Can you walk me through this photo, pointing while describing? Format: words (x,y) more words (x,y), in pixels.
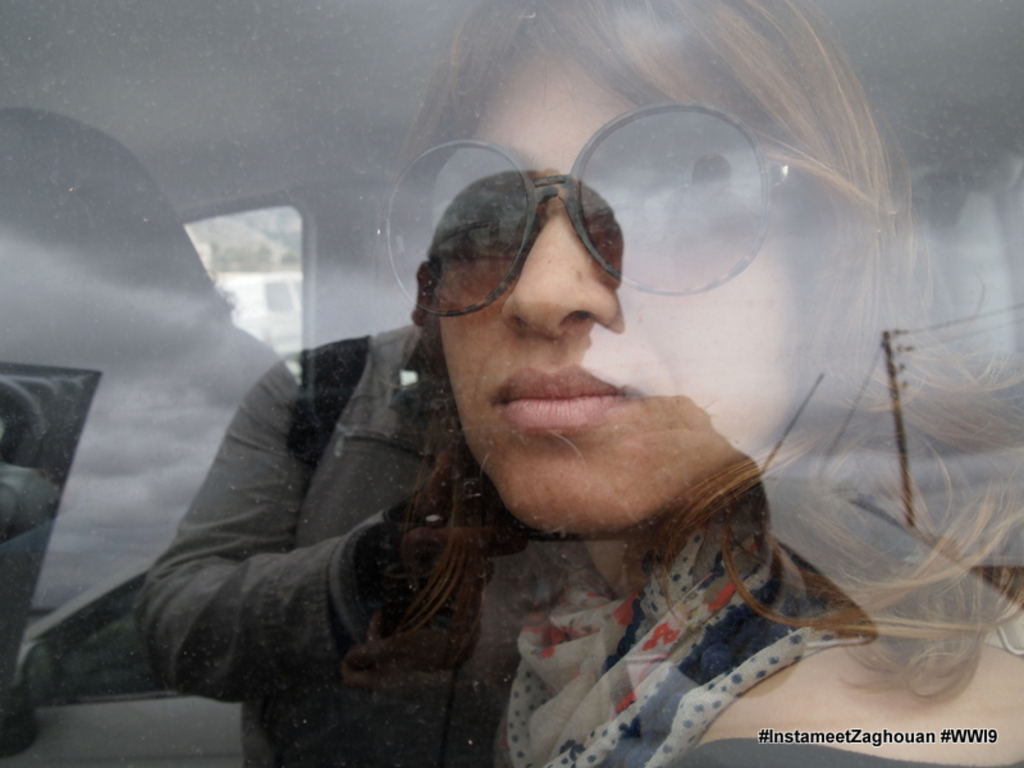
In this image we can see people (620,569) sitting in the vehicle (159,341) and we can see a reflection (407,539) of a man (392,688) holding a camera (488,510) on the window glass (715,345).
